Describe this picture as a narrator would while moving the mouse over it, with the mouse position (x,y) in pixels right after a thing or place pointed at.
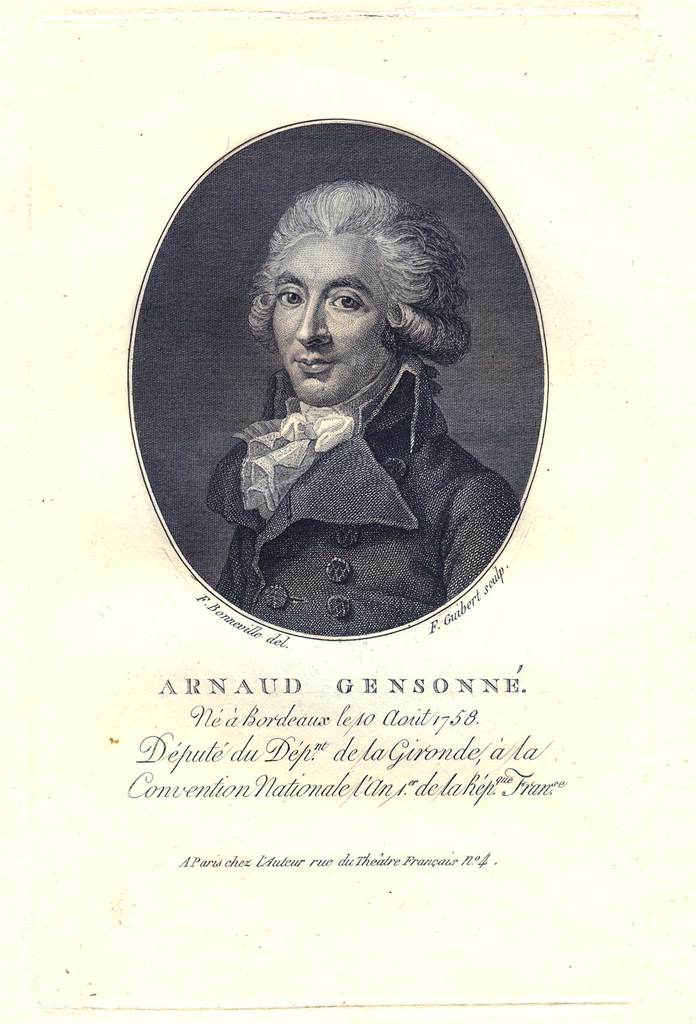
In the image there is black and white photograph (342,234) of a man (495,529) with some text (301,717) below on a paper (9,587).
